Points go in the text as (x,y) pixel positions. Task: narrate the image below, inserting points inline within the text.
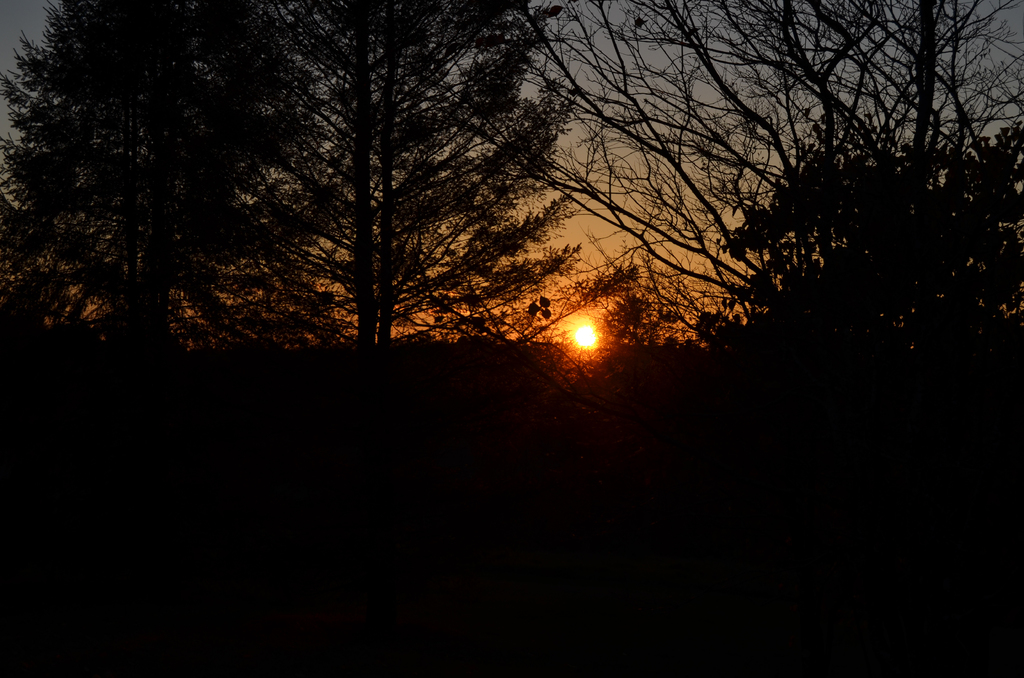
In this picture we can see trees (456,189) in the front (735,345), in the background (737,219) we can see the sky (614,150) and the Sun (593,340).
